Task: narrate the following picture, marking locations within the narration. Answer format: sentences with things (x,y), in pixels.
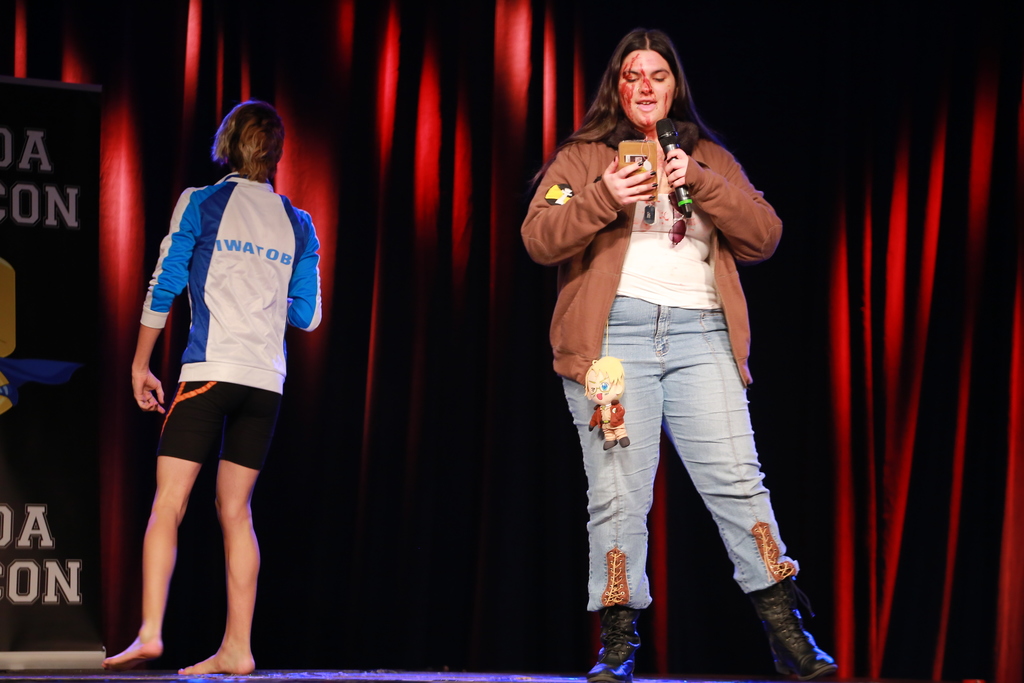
In the foreground of this picture (653,465), there is a woman (663,363) standing and holding a mic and mobile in her hand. In the background (697,593), there is a person (253,368) standing on the stage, a red curtain (297,141) and a banner (30,178).
